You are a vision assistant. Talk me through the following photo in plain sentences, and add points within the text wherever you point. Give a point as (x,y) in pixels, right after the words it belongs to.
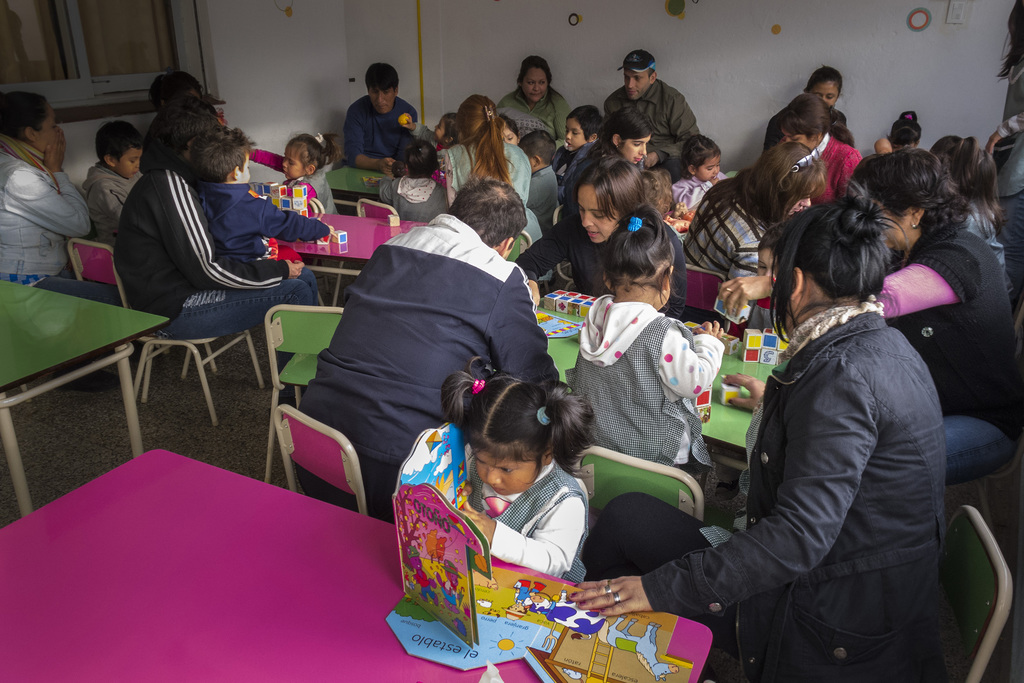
In this image I can see number of children (589,317) and persons (577,236) are sitting on chairs (298,435) in front of tables (316,512) and on table (295,556) I can see few toys (422,550) and few papers (532,582). In the background (393,19) I can see the white colored wall (434,77) and the window (159,64).
